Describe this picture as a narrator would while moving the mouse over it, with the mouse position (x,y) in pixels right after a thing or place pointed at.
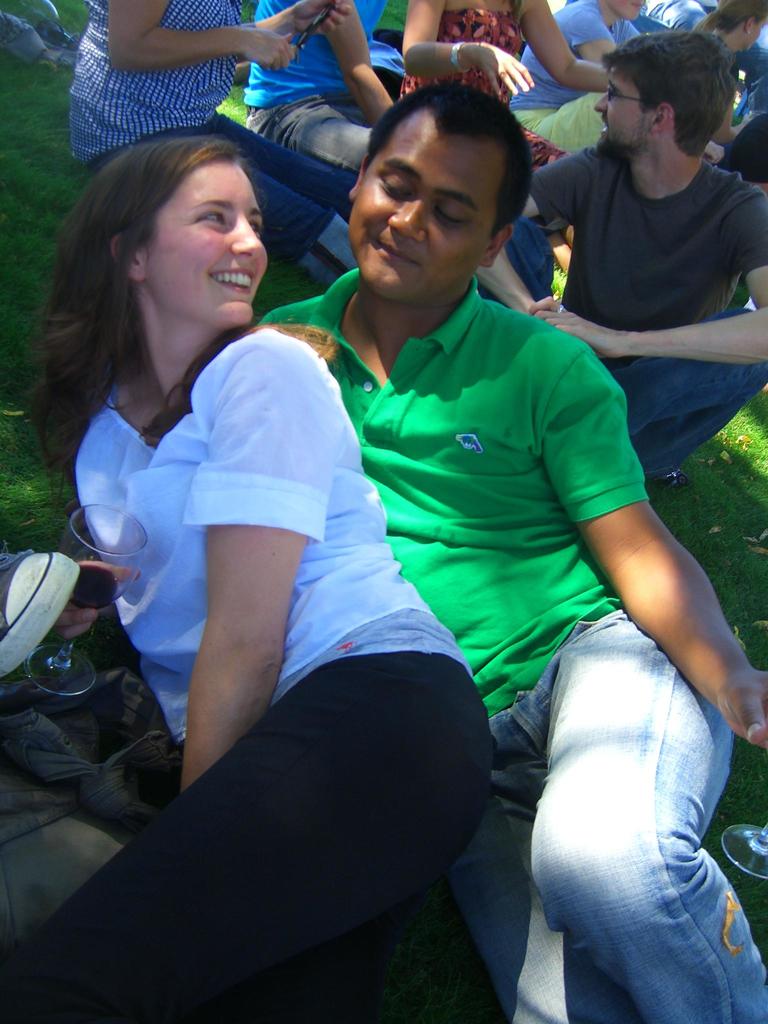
In this picture, we can see a few people (359,128) are sitting and a few (217,501) are lying, and we can see a few people (117,507) holding some objects (68,655), we can see the ground (725,598) with grass (739,605).
